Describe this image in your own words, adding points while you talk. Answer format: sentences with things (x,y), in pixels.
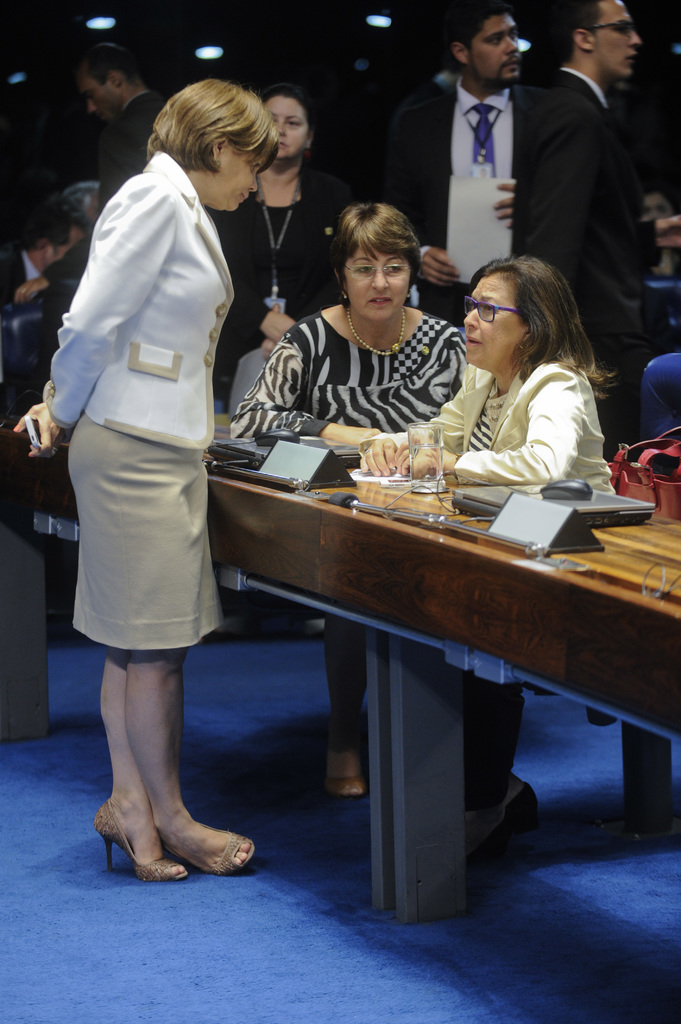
In this picture, there are two woman (415,385) sitting in the chair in front of a table (428,549) on which name plates (524,512), laptops (587,512) and mouses (559,487) were there. There is another woman (162,559) standing in front of the table (397,578). In the background (303,238) there are some people (286,211) standing and sitting in the chairs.
